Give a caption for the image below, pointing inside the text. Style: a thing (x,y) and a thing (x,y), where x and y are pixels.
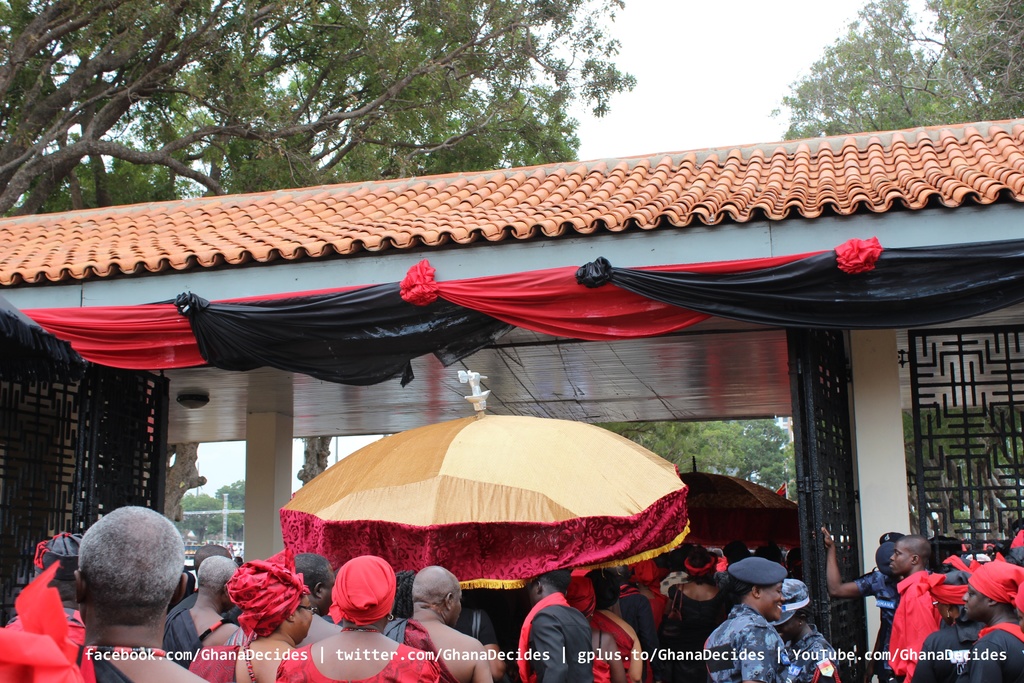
In this image we can see the house (777,223). We can also see the tents (601,504). Image also consists of trees (916,79) and also sky (761,83). At the bottom (287,591) we can see many people (791,594). We can also see the text (452,656).
